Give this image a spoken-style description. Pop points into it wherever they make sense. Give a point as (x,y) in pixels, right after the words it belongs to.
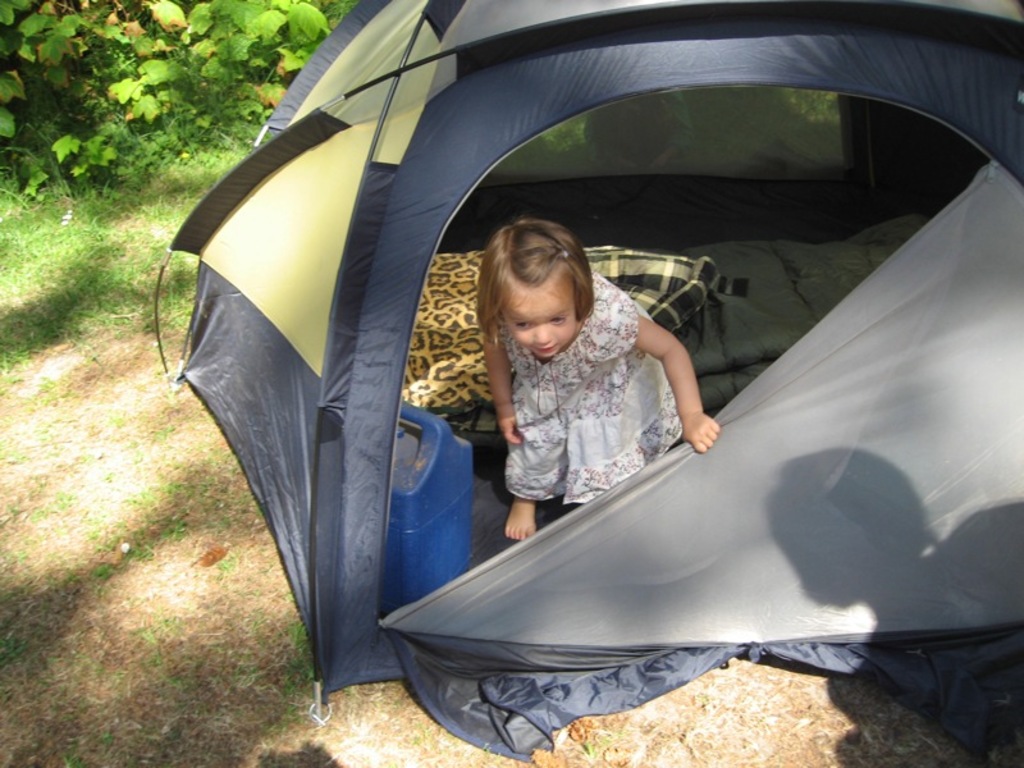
In this image, we can see a kid (633,444) and bed (659,270) inside camping tent (319,448). There are some plants (256,80) and grass (95,286) in the top left of the image (167,120).
